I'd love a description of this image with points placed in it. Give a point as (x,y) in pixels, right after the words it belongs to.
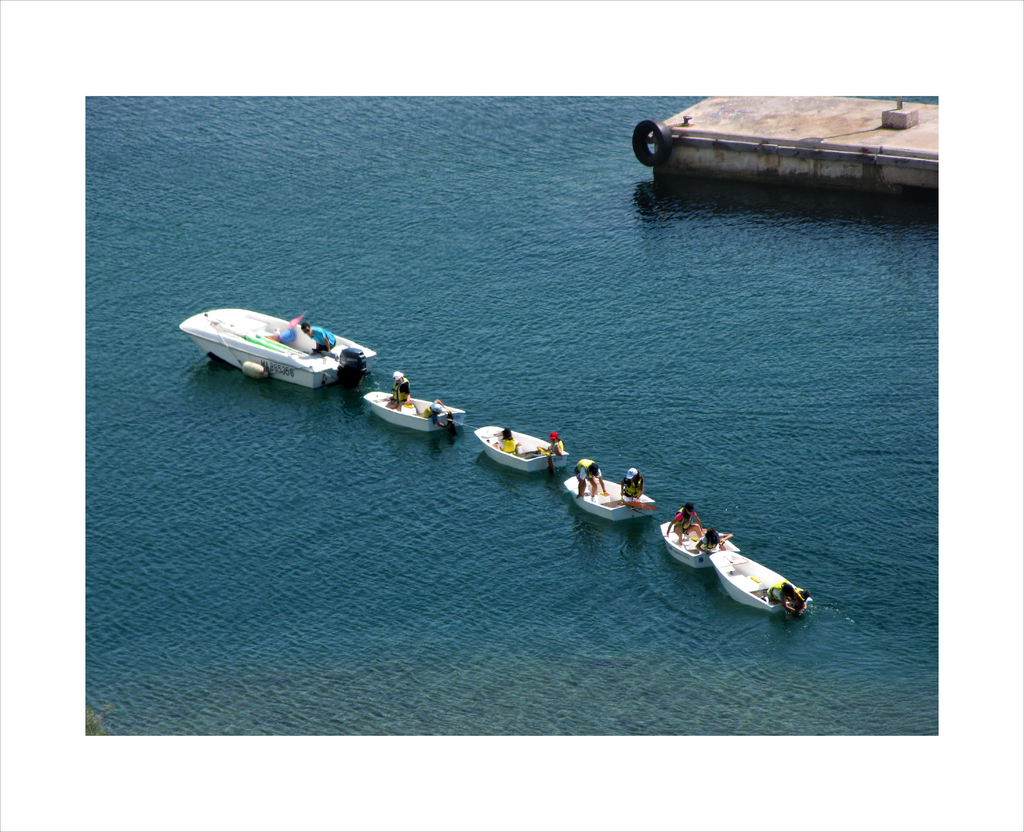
In this image we can see boats (541,469). There are people (401,388) in boats (444,426). At the bottom of the image (404,644) there is water (368,618). To the top right corner of the image (735,129) there is a concrete surface (829,147). There is a Tyre (637,138) and pipes (749,146).
